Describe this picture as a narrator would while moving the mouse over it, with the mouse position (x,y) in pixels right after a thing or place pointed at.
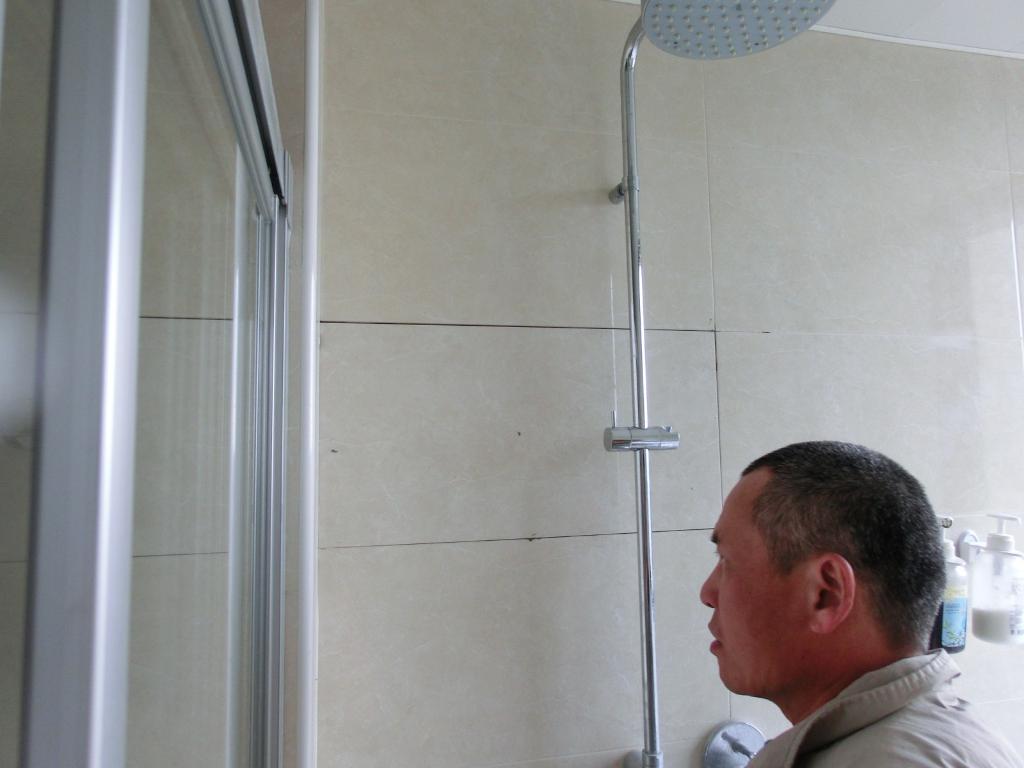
In the picture I can see a person (890,708) standing in the right corner (896,684) and there is a shower (681,32) in front of him and there is a glass door (160,459) in the left corner (141,490).
